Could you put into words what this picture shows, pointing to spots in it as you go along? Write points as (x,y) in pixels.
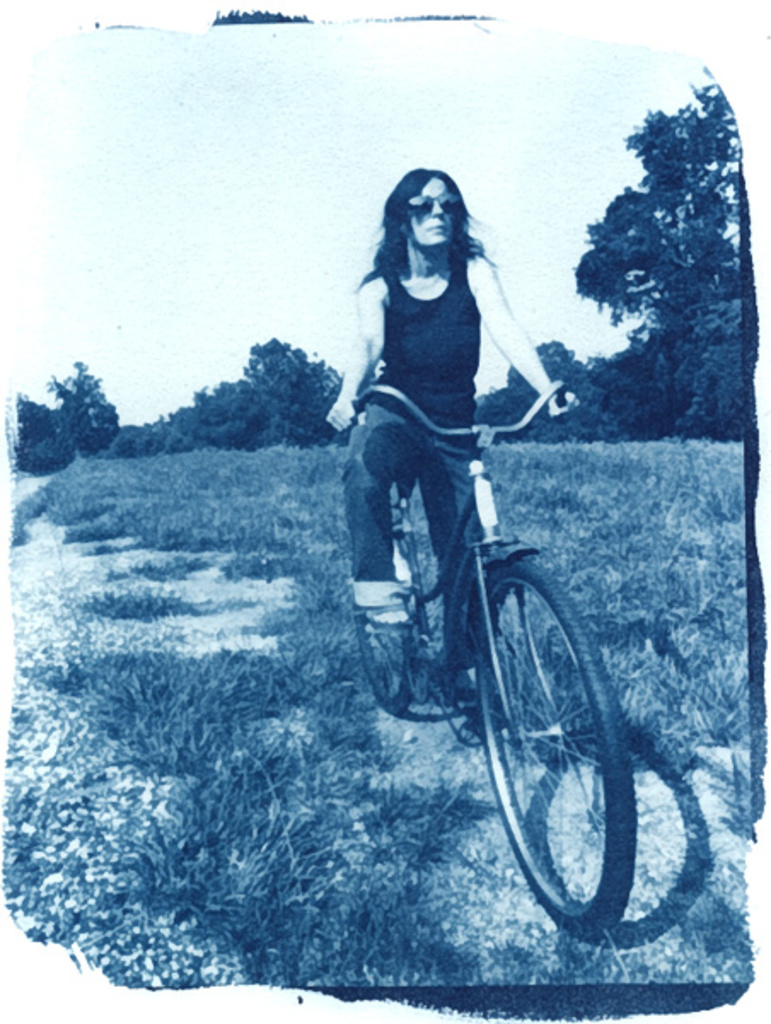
In this picture, In the middle (471,555) there is a woman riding a bicycle (399,527) and in the background (647,307) there are some blue color trees (650,304) and sky (181,335) in white color.
